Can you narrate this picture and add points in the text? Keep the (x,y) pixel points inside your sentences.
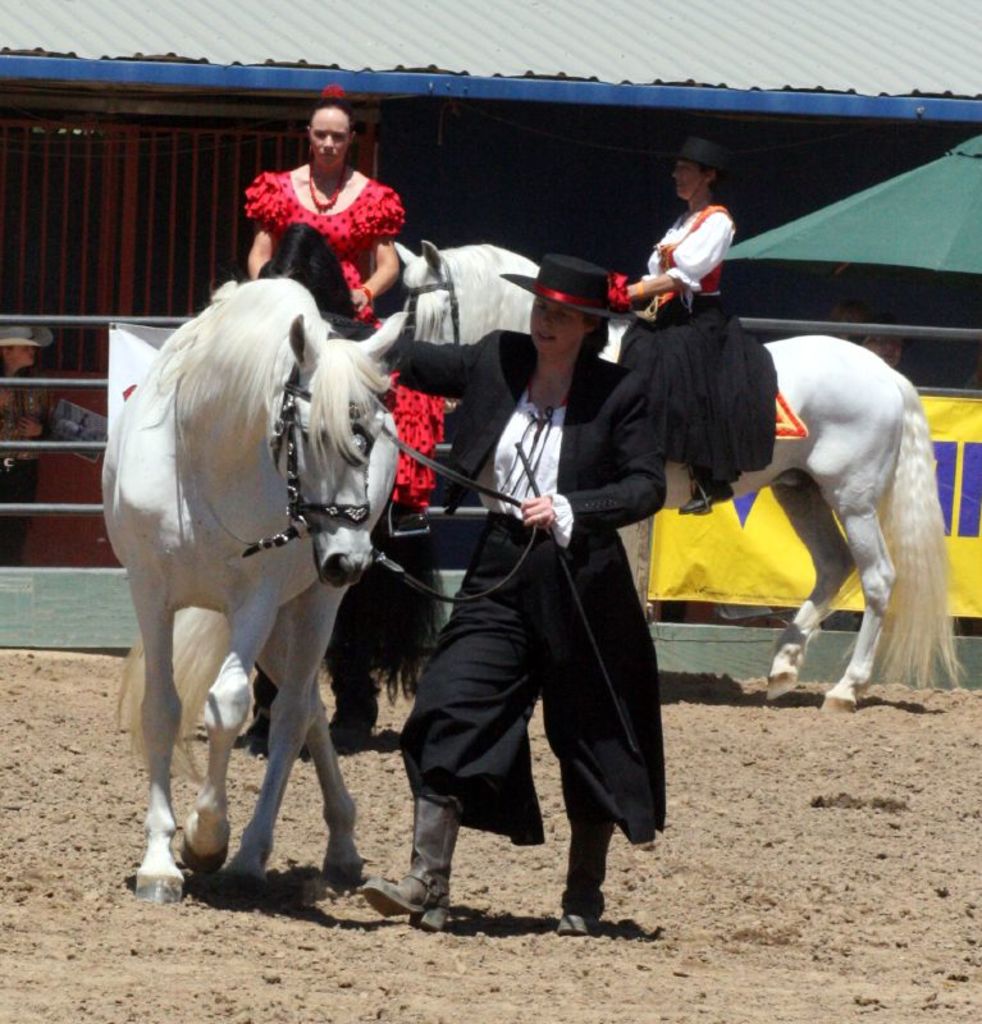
In this picture we can see two persons (739,433) sitting on the horse (868,360). Here we can see a person (449,902) who is standing and she wear a cap (530,285). On the background (639,105) we can see a shed (843,108) and this is banner (969,509).
